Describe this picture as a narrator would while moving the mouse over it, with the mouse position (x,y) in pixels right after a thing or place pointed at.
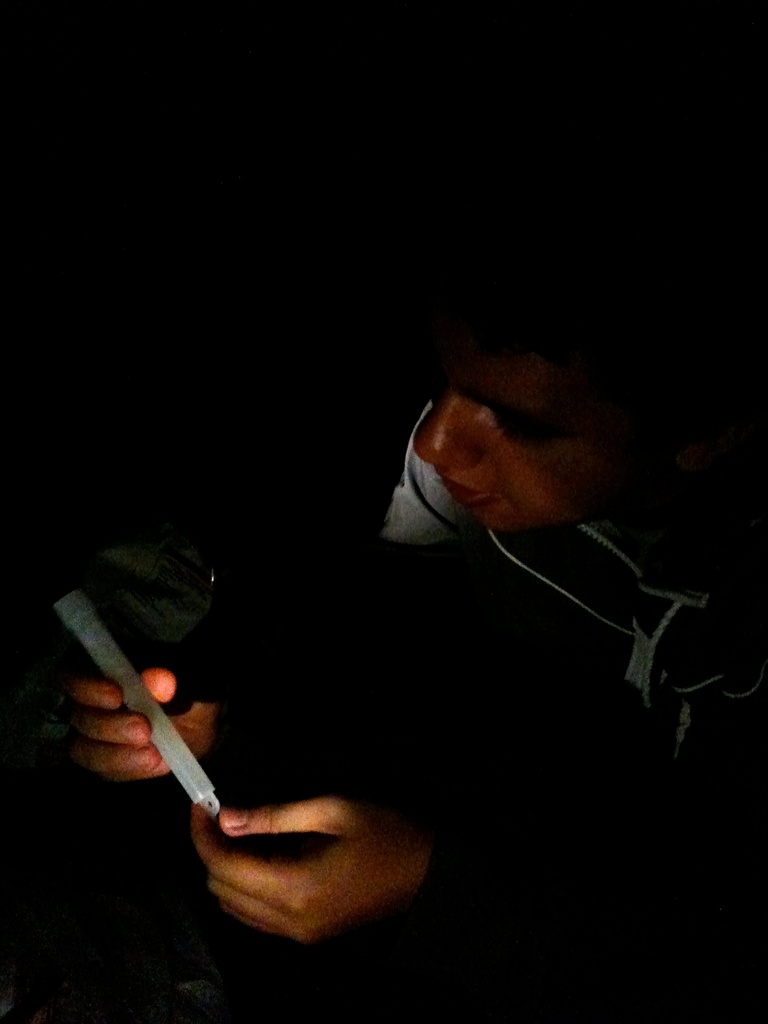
In this image there is a man (316,615) who is looking at the glow stick (162,753) which is in his hand (135,715).
